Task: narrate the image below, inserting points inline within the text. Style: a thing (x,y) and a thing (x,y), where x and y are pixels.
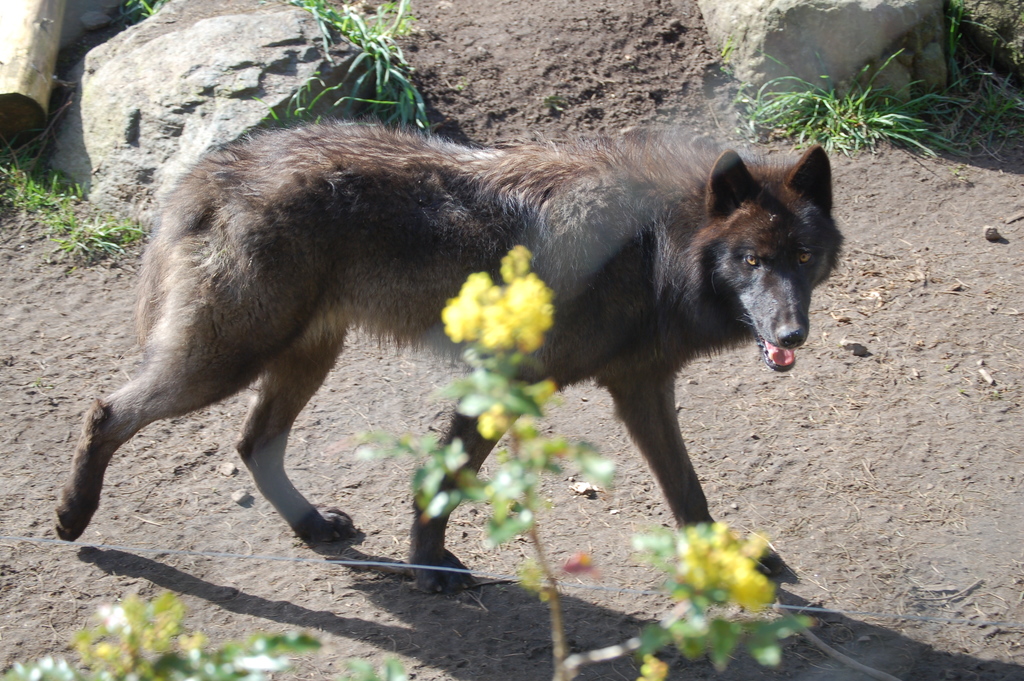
In this image we can see an animal (398,256). In the background of the image (212,120) there are rocks (326,104), grass (390,77) and other objects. At the bottom of the image (695,620) there is a plant (708,575) with yellow flowers (697,544).
